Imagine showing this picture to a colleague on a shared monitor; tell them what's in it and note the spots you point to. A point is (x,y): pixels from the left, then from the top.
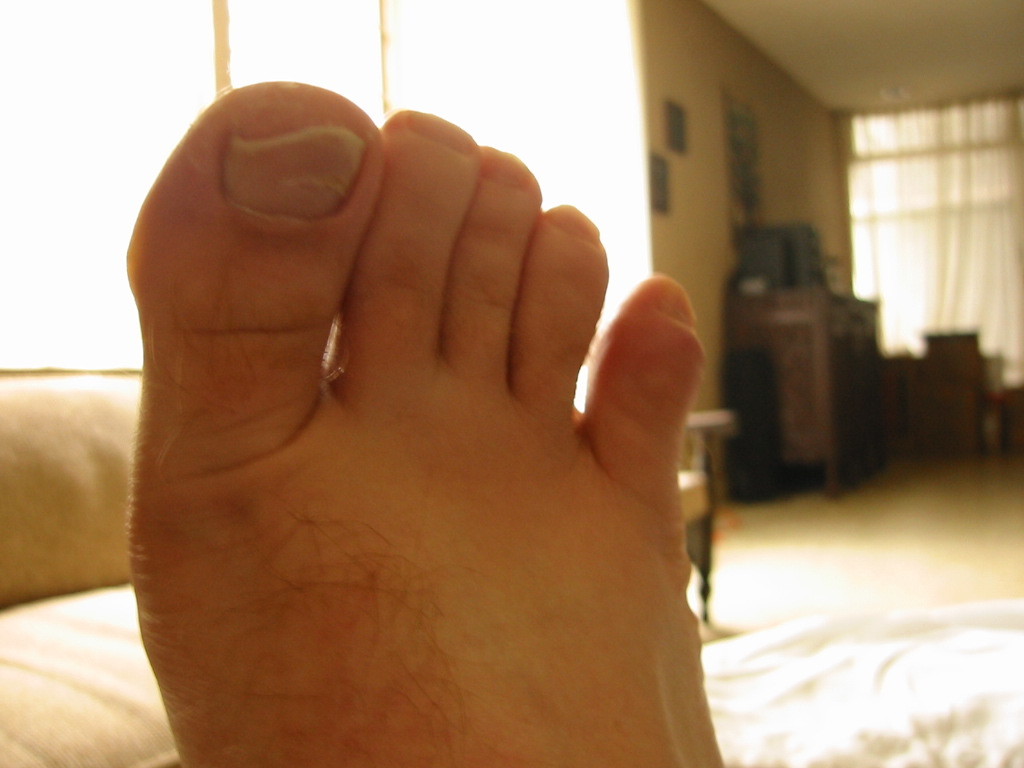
In this image, I can see a person's foot (310,487). This looks like a couch (57,608). I think this is a blanket (923,696). I can see the frames (733,157) attached to the wall (709,162). This looks like a cupboard (818,319). In the background (907,132), I can see the curtains (903,200) hanging.
